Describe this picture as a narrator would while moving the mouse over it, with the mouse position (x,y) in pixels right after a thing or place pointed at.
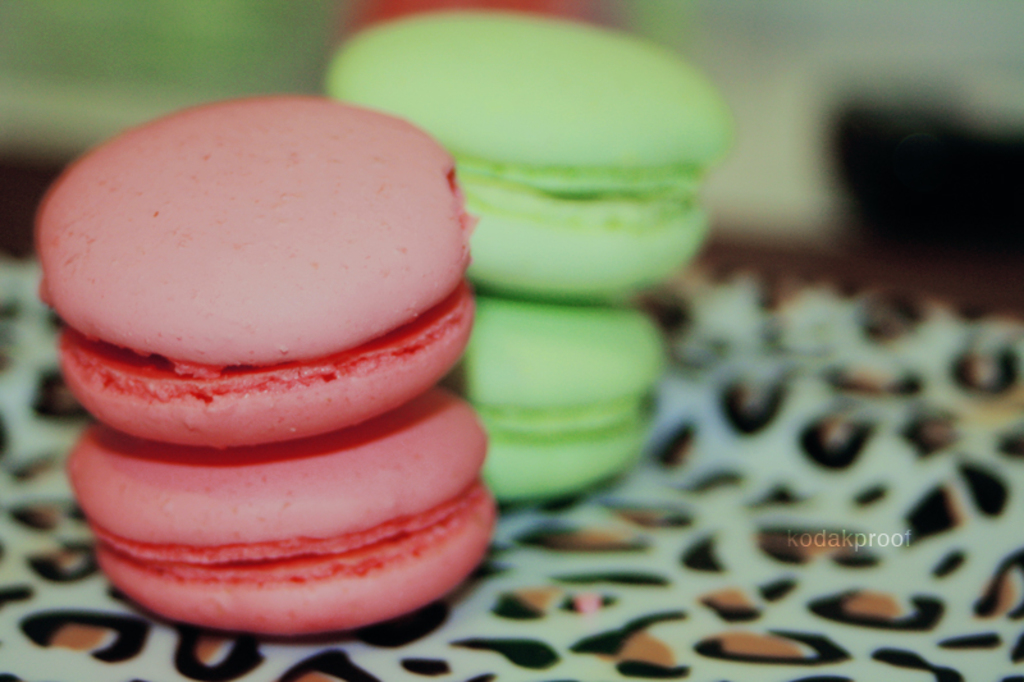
In this image on a plate (618,554) there are some food items (498,117) of red and green color.
